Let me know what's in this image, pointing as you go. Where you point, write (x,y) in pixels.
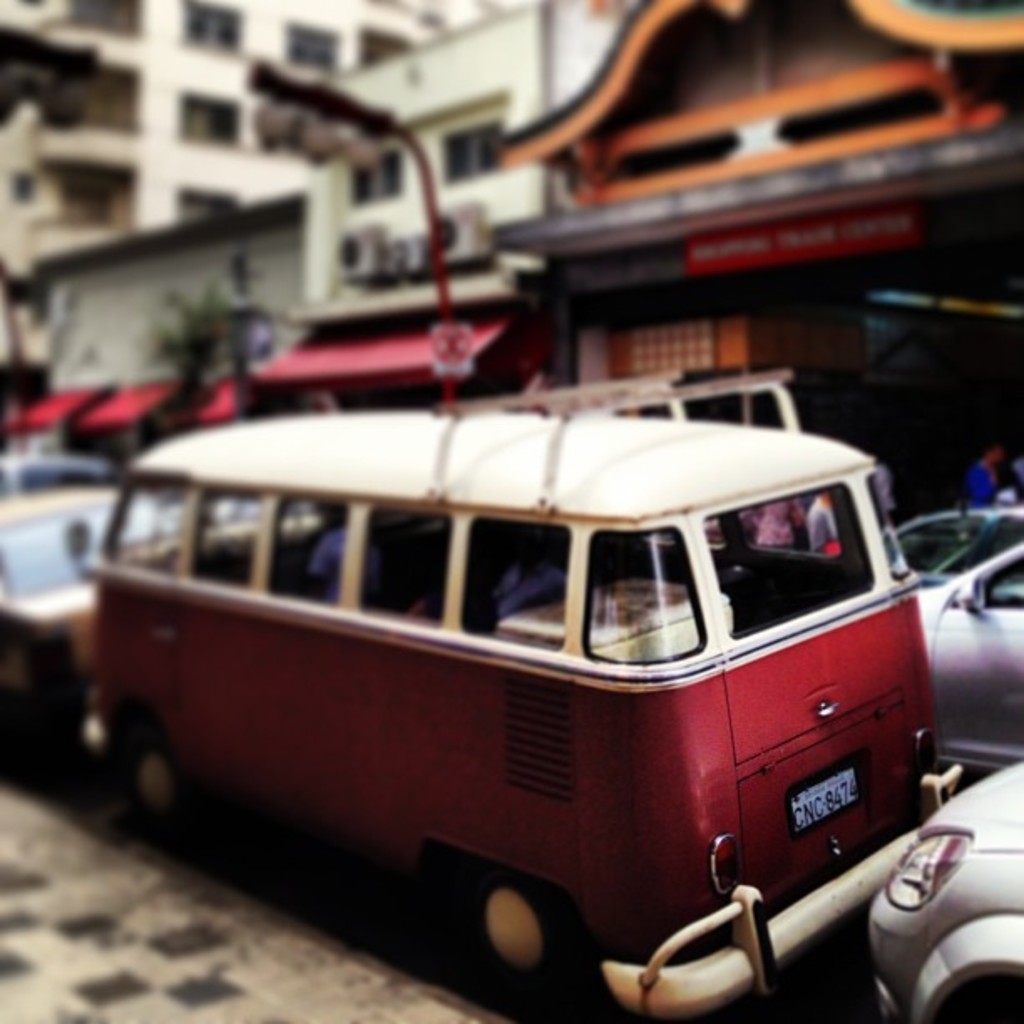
In this picture I can see vehicles (599,660), traffic lights (443,309) and buildings (517,236). The background of the image (372,370) is blurred.
